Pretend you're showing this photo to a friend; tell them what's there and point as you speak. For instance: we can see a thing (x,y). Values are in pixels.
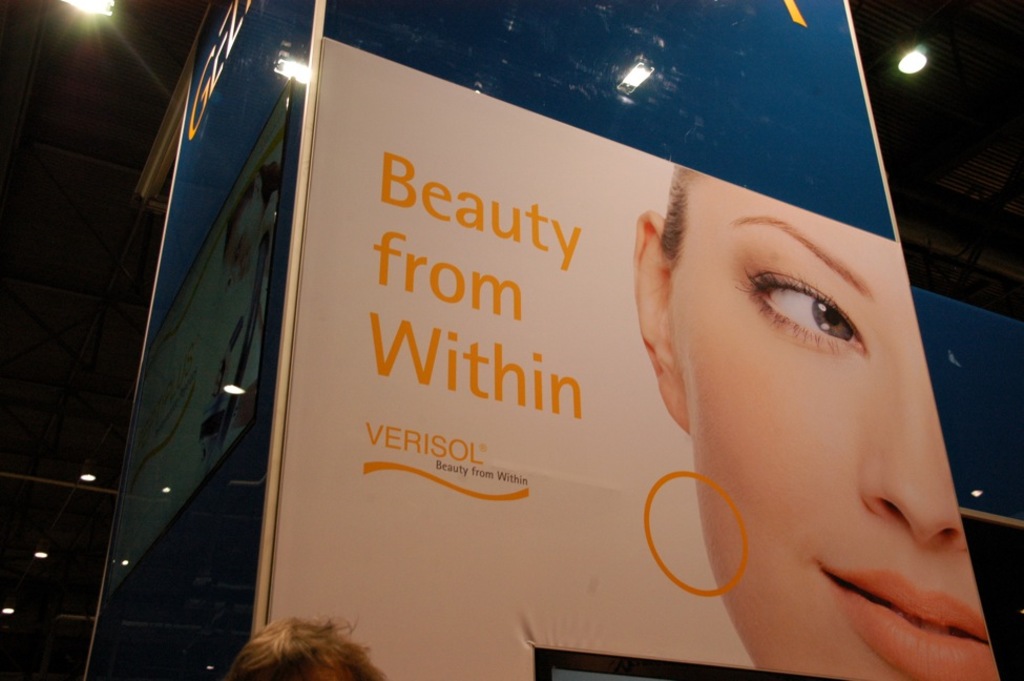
In the center of the image (680,342), we can see boards (333,448) and at the top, there are lights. At the bottom (300,631), we can see a person's head (324,663).
